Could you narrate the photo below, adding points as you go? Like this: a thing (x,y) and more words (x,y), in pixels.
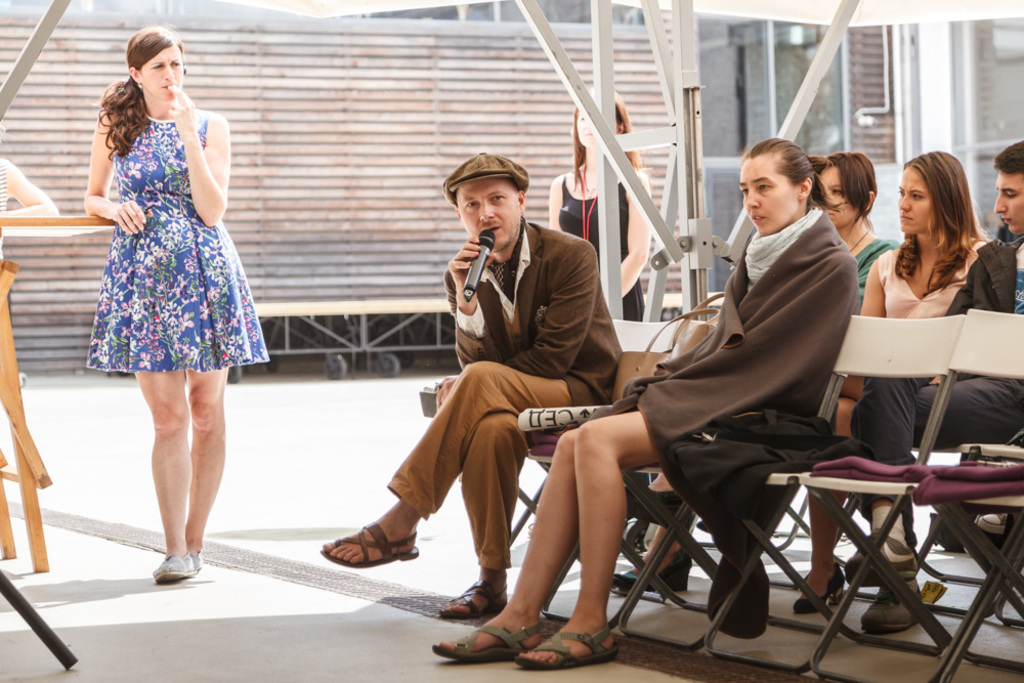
This image consists of many people (513,236). In the right (784,383) there are 5 people (843,430) sitting on the chairs (777,480). In the middle (500,364) there is a man (500,403) he is speaking something. On the left (210,236) there is a woman (181,278) she wear blue dress (170,257) her hair (144,125) is long. In the background (626,195) there is a woman (596,166).
